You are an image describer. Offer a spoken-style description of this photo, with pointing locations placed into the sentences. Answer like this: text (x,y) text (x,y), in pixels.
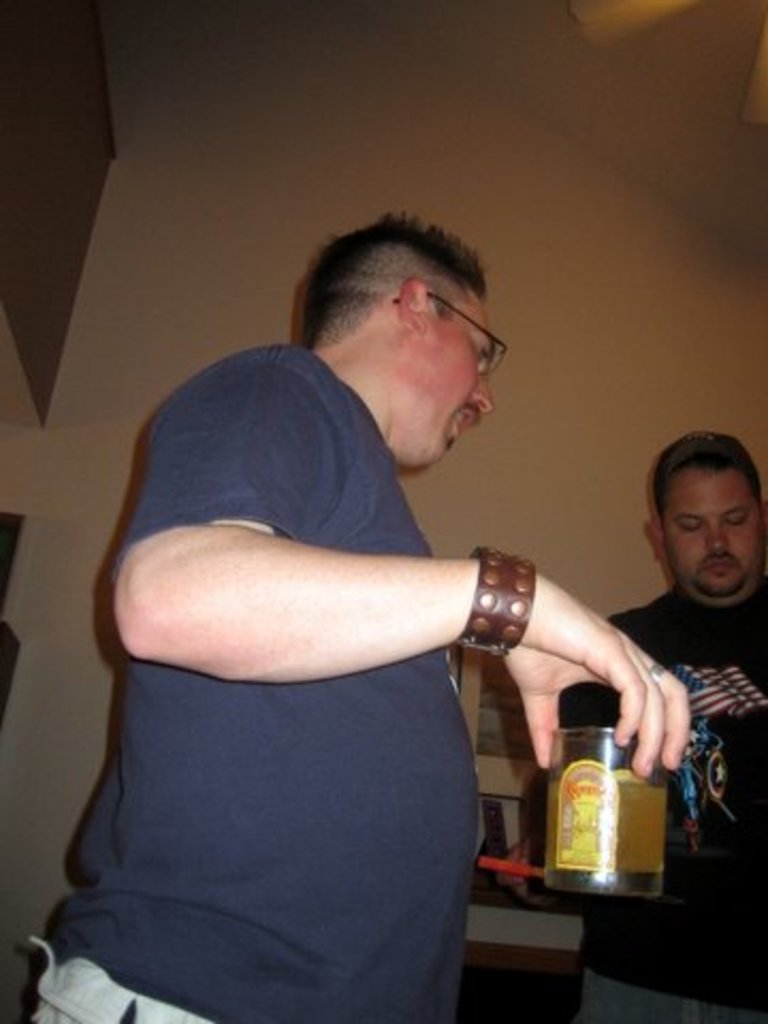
This man (393,688) is standing and holding a glass (607,780) with liquid (629,826). Beside this person (494,585) another person (742,789) is standing and wore black t-shirt (713,717). This man (408,580) wore blue t-shirt (297,460) and spectacles (494,366).
